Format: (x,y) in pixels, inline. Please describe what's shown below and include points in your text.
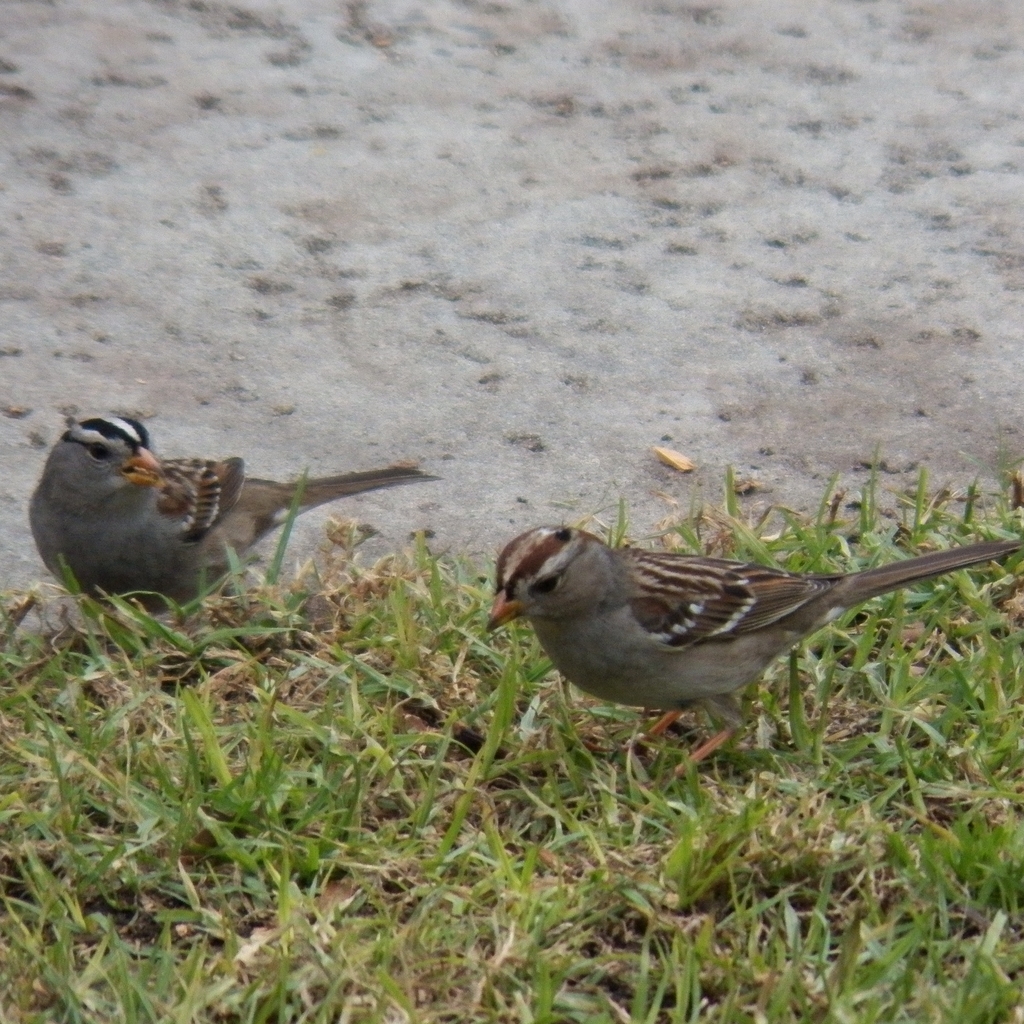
In this image we can see two birds (572,599) on the grass (384,665).
